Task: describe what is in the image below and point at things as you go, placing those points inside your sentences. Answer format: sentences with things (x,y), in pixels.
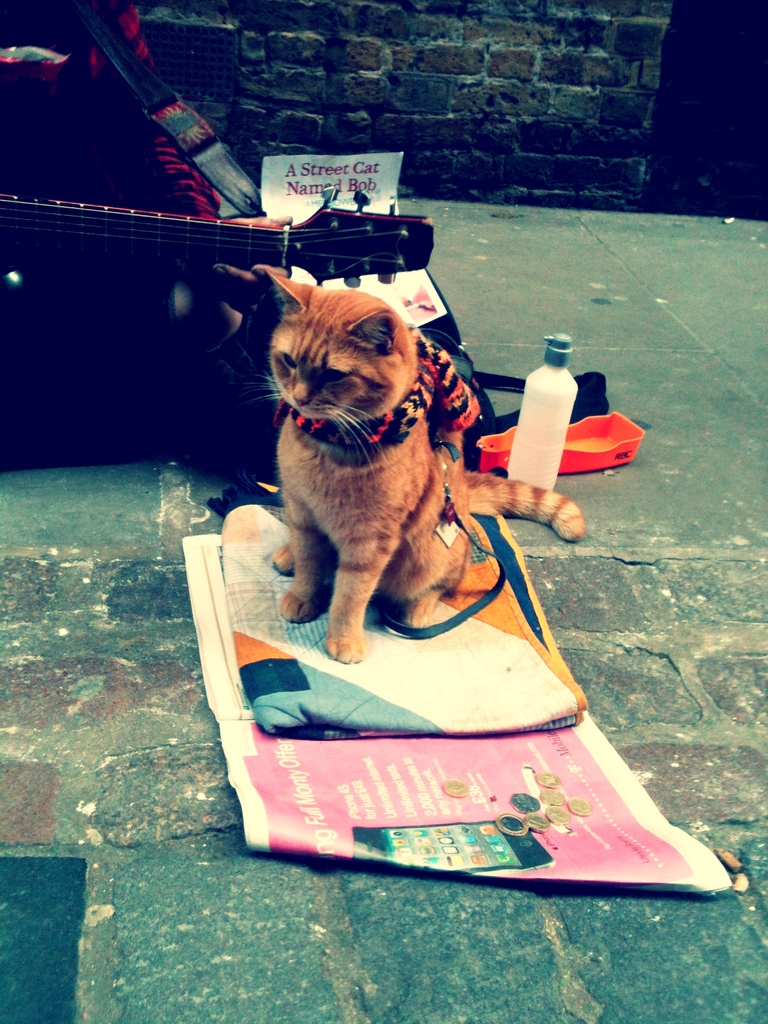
In this picture, we see the cat (394,520) is on the blanket (509,701) and the banner (315,780) which is in pink color. We see the coins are placed on the banner (353,767). On the left side (69,132), we see a person (102,159) in the red dress (133,169) is holding a guitar (67,220) in his hands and he might be playing it. Behind the cat (363,563), we see a water bottle (539,421), box (506,466) in orange color and a paper (392,185). In the background (405,133), we see a wall (505,125) which is made up of stones (581,103).
